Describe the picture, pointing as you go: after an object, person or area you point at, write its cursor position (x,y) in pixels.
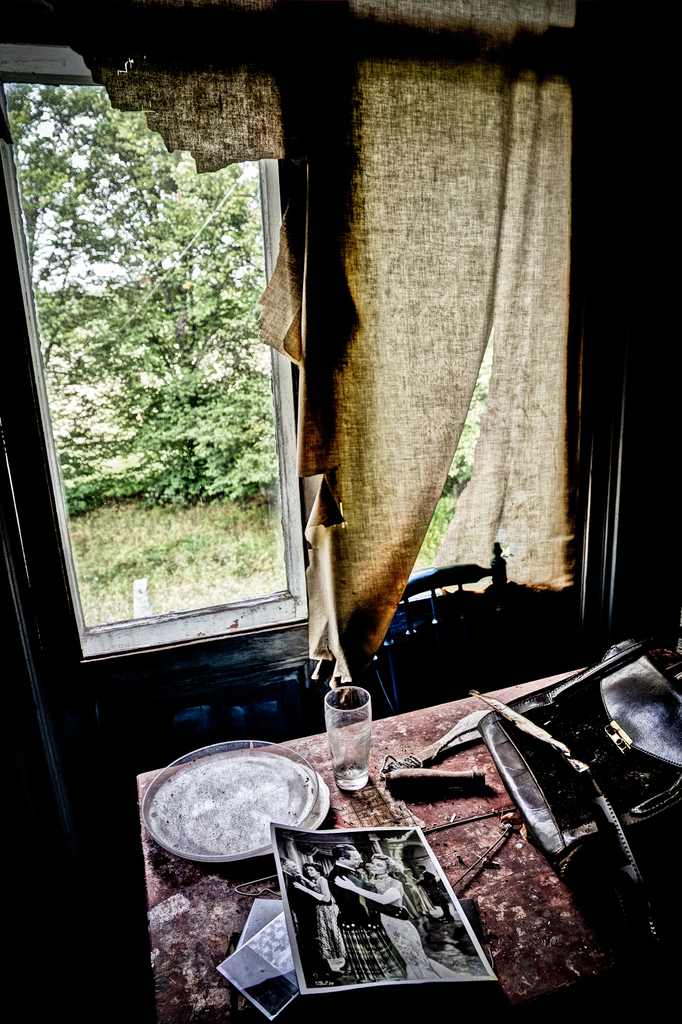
In the center of the image (307,438) we can see window (219,585), curtain (316,392), tree (259,444), chair (433,626) are present. At the bottom of the image (470,899) there is a table (497,873). On the table (497,831) we can see bag (511,751), glass (340,742), plate (281,790), photos (345,890) and some objects (391,762) are present.
